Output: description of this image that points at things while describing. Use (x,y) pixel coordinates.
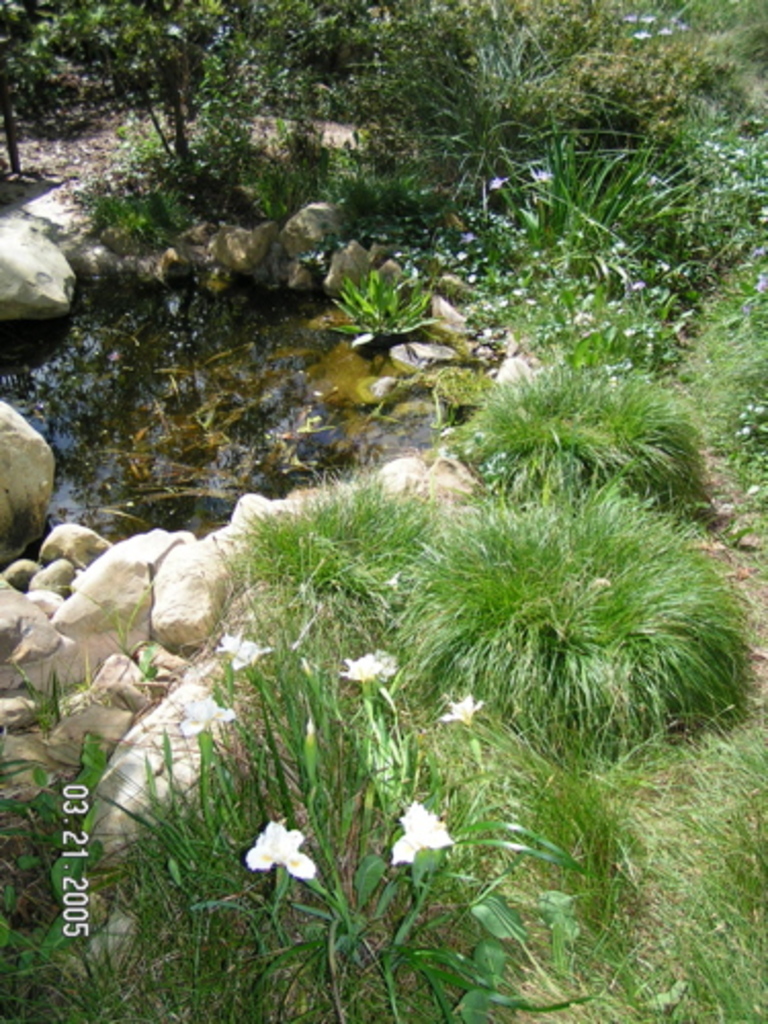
In this image there are small plants (447,837) and grass (583,853) at the bottom (517,930). There are small rocks (119,766) on the left corner (116,773). There is water (148,393) and small rocks (409,475) in the foreground (103,557). There are plants (259,149) in the background (337,192).
